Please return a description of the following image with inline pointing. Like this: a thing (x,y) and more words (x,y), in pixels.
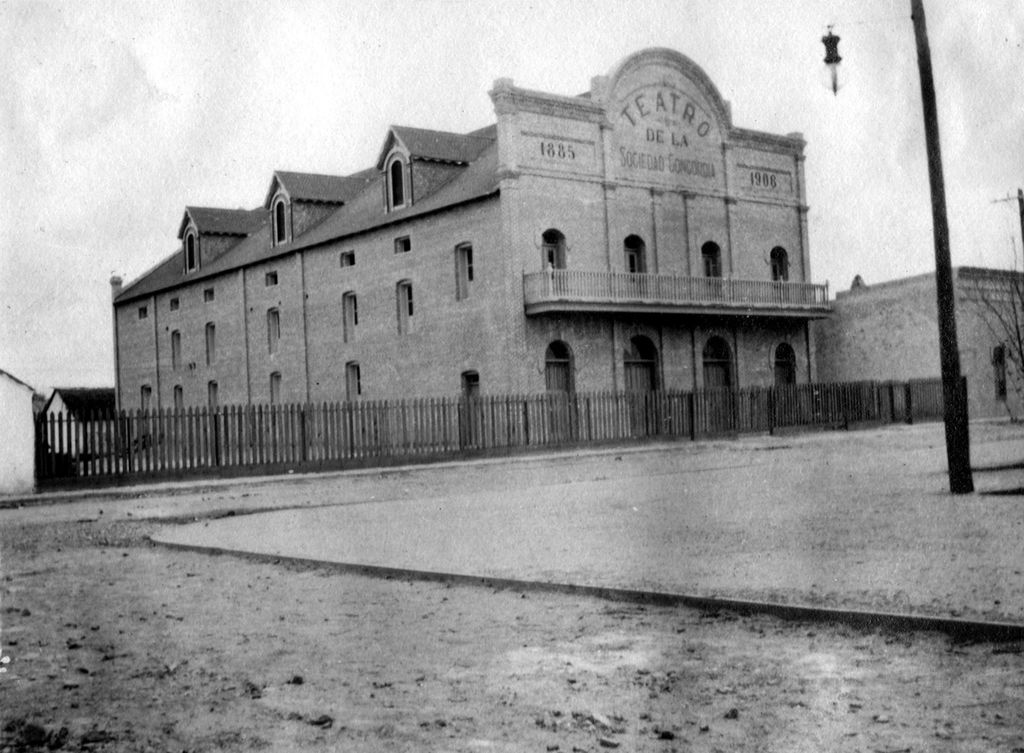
This is a black and white image. In this image we can see a building (442,279) with windows (458,275) and some text (673,124) on a wall (681,154). We can also see a fence (257,426), some houses (22,436) with roof (377,193), street pole (921,57), a tree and the sky (328,19) which looks cloudy.
